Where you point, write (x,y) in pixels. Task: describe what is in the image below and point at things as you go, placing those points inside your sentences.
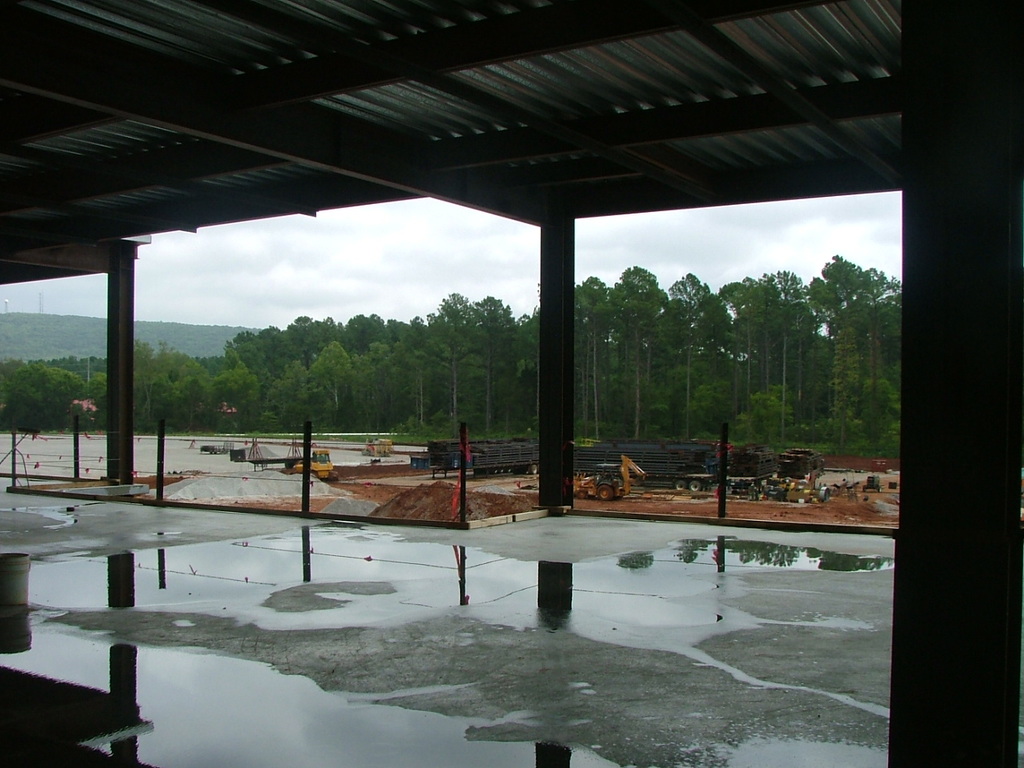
In this image we can see a shed (311,143), few pole (565,489), vehicles (295,459) and few other objects (389,442) on the ground (433,502) and there are few trees (224,372), mountains (223,336) and the sky (482,246) with clouds (591,257) in the background (420,261).
